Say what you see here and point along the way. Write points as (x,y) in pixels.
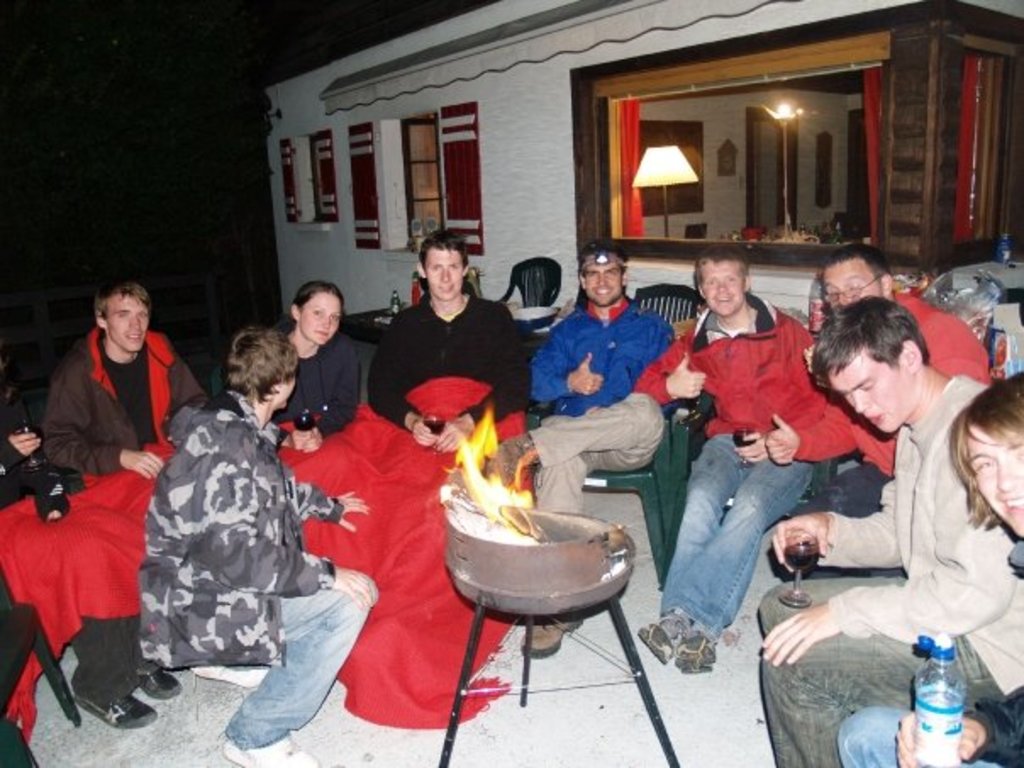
In this image, we can see people (268,365) wearing coats (445,341) and sitting on the chairs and there is a cloth (408,606) and some of them are holding glasses (789,549) which are containing drink (806,566) and one of them is holding a bottle (930,705) and we can see a fire stand (519,556). In the background (383,114), there is a shed (603,131) and we can see a window (784,138), through the glass (753,152) and we can see some lights (668,181) and some other objects (817,203).
